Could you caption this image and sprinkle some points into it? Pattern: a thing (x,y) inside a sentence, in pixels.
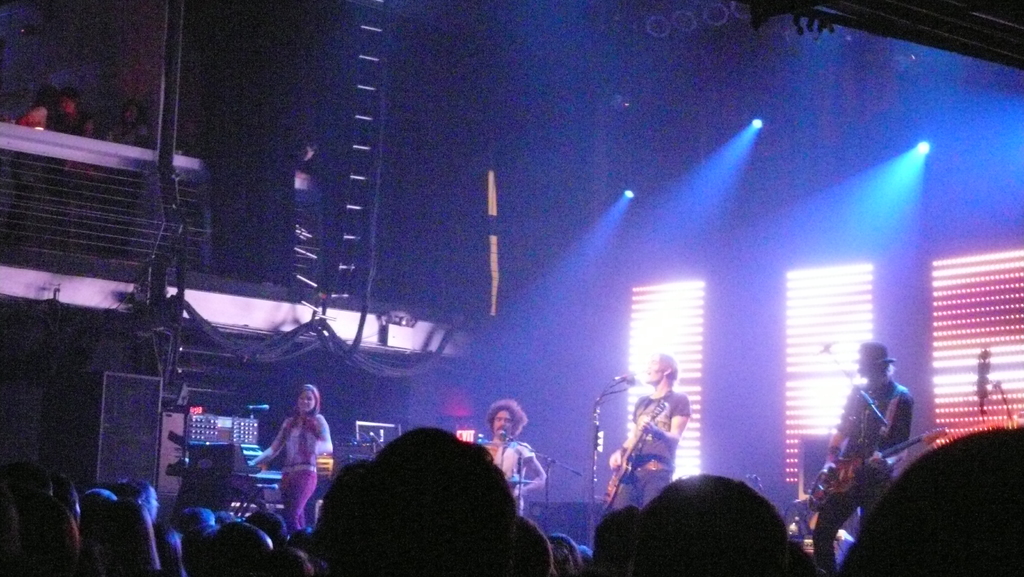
In this image a musical concert is going on. On the stage (715,447) few people (852,446) are playing guitar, drums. In the middle (659,371) the person (651,365) is singing. In front of them there are mics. In the background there are lights (639,371).
